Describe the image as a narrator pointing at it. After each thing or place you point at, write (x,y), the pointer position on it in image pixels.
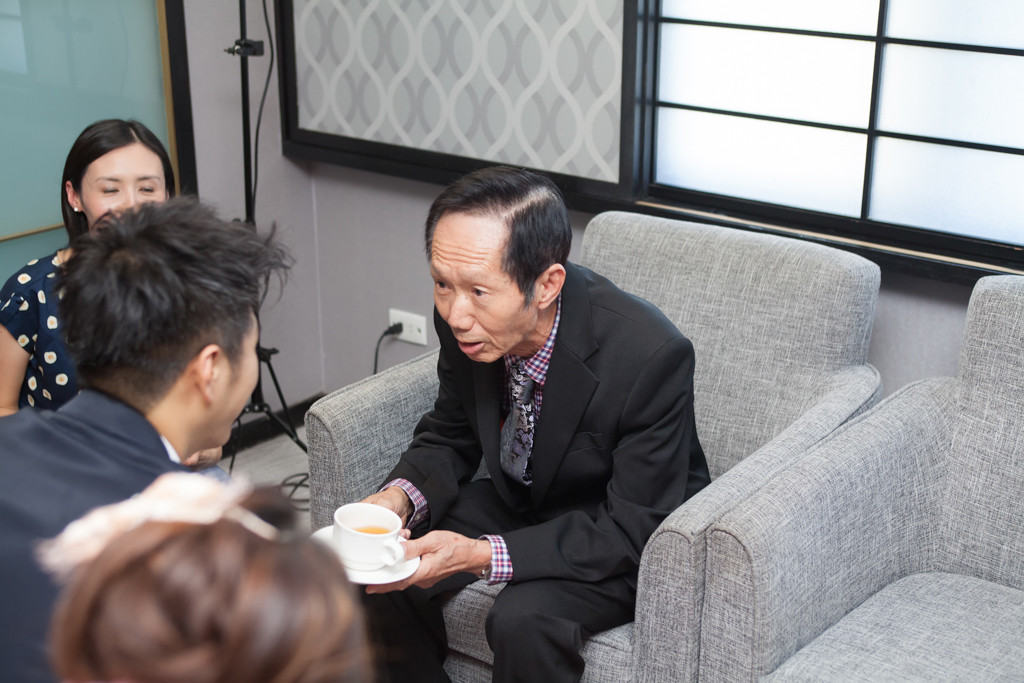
In this image I can see a person (546,381) wearing black blazer (586,457), black pant (564,584) is sitting on a couch (736,375) and holding a cup (371,550) and a saucer (395,569) in his hand (402,513) and I can see few other persons (149,441) in front of him. In the background (369,235) I can see the wall (326,257), a switch board (408,339), the window (822,128) and a couch (829,442) which is ash in color.
